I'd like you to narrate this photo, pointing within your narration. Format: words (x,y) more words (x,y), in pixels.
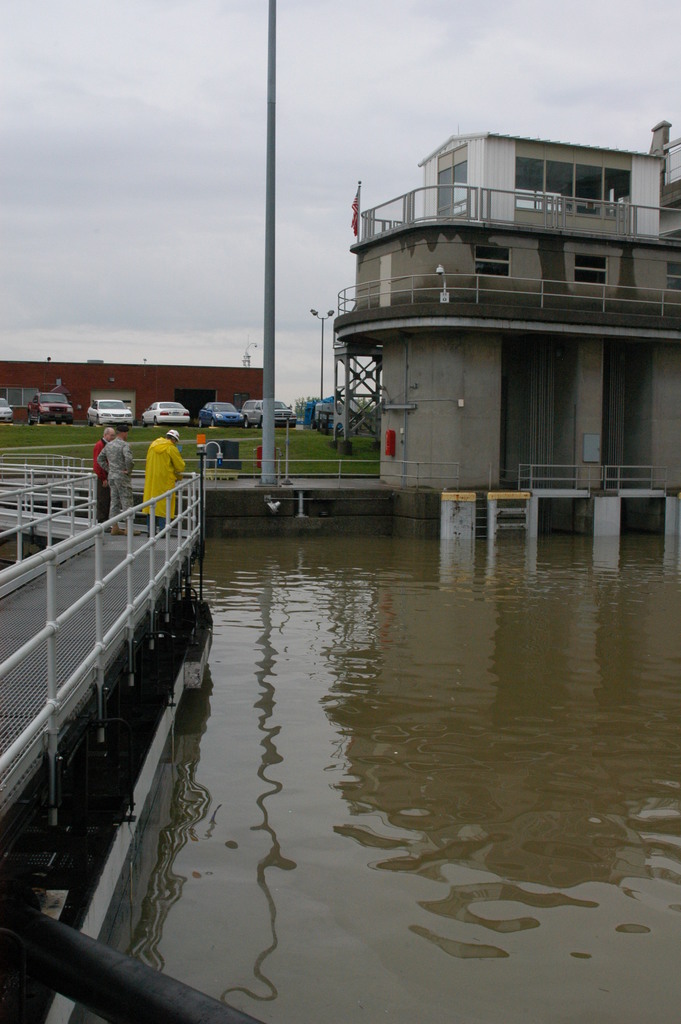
This image is clicked outside. There is water (345,847) in the middle (357,657). There are some persons (124,501) on the left side (155,442). There is a building (461,382) on the right side (514,427). There are cars (42,395) in the middle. There is sky (301,103) at the top (276,195).
